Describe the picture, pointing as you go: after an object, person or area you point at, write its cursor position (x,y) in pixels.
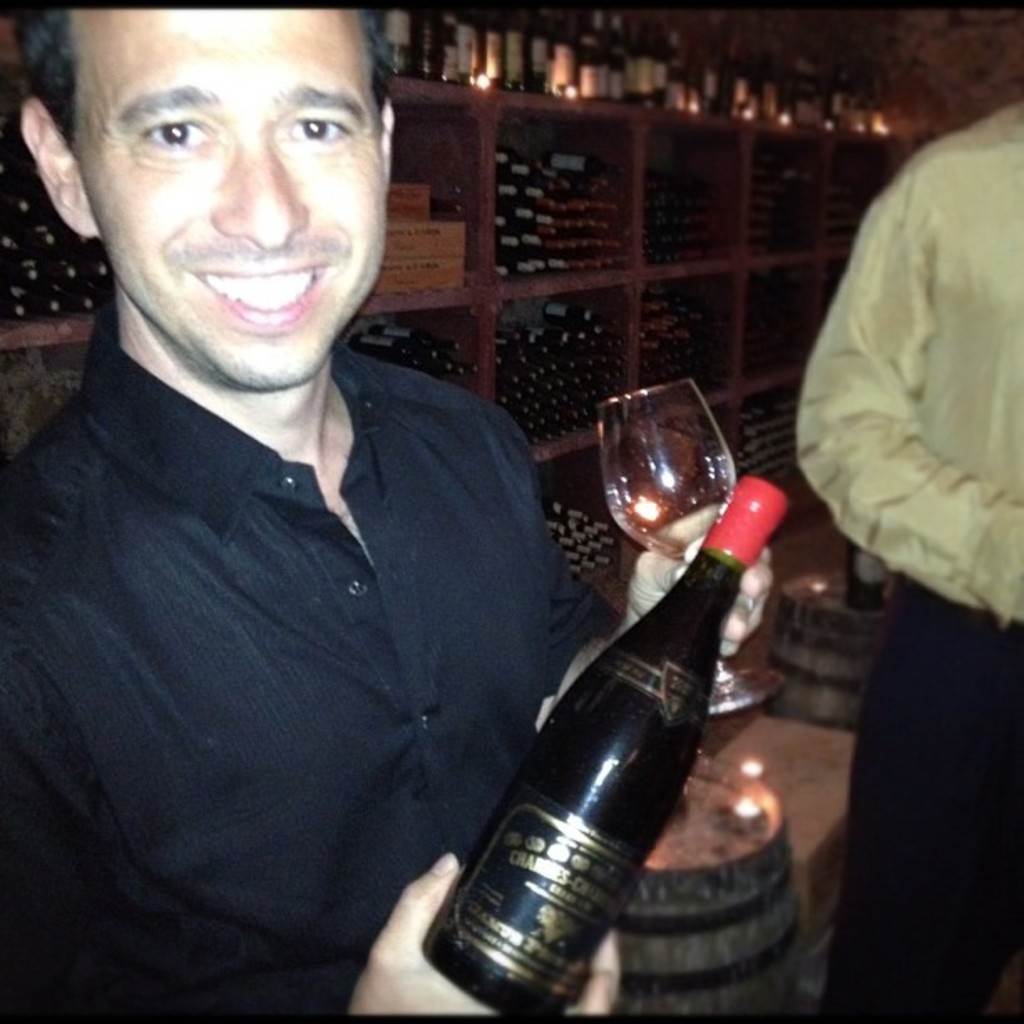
In this image, a person (434,607) is holding a wine glass (675,517) and bottle (667,717). And he is smiling. And right side (959,476), we can see a human body (974,470). At the background (564,314), there is a big shelf (526,296) that is filled with bottles (585,218). And at the bottom, we can see a wooden barrel (701,941).
